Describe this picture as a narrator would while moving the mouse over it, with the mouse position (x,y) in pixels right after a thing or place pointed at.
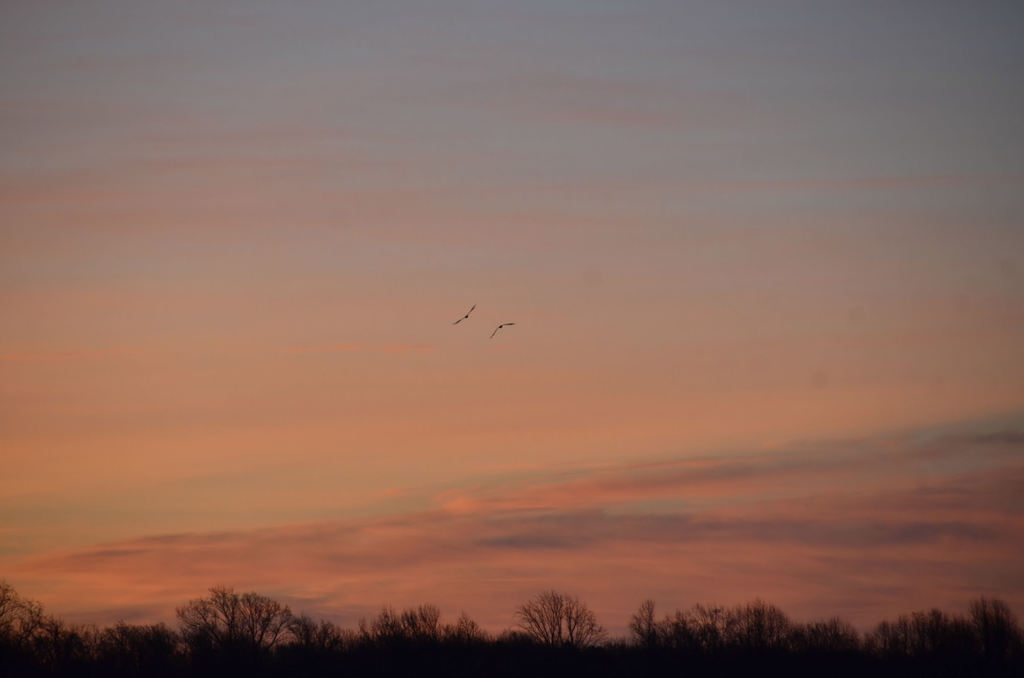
In the picture there are two birds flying in the sky (401,403) and on the ground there are many trees (578,618).
